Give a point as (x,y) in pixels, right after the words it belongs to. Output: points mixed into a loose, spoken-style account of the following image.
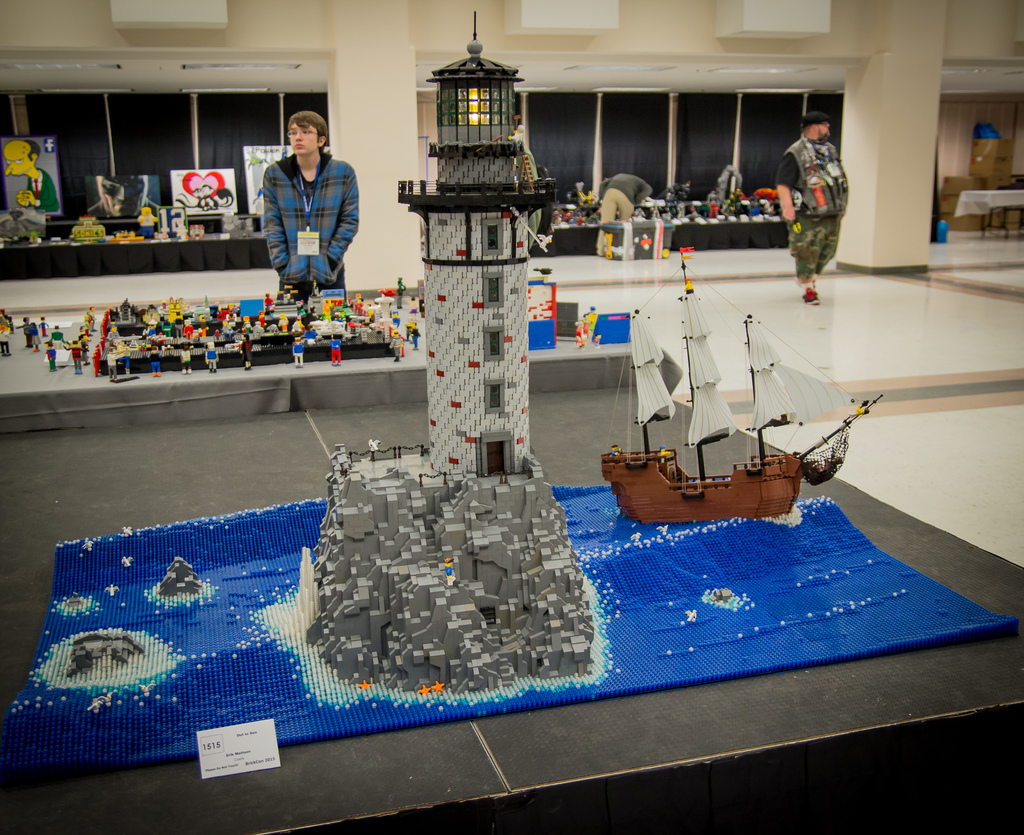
In this image we can see some objects (625,501) placed here, we can see this person (303,268) wearing blue color sweater (323,253) and identity card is standing here. In the background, we can see a few more people (810,301), some objects (91,223), frames (40,196) and windows (134,119).
